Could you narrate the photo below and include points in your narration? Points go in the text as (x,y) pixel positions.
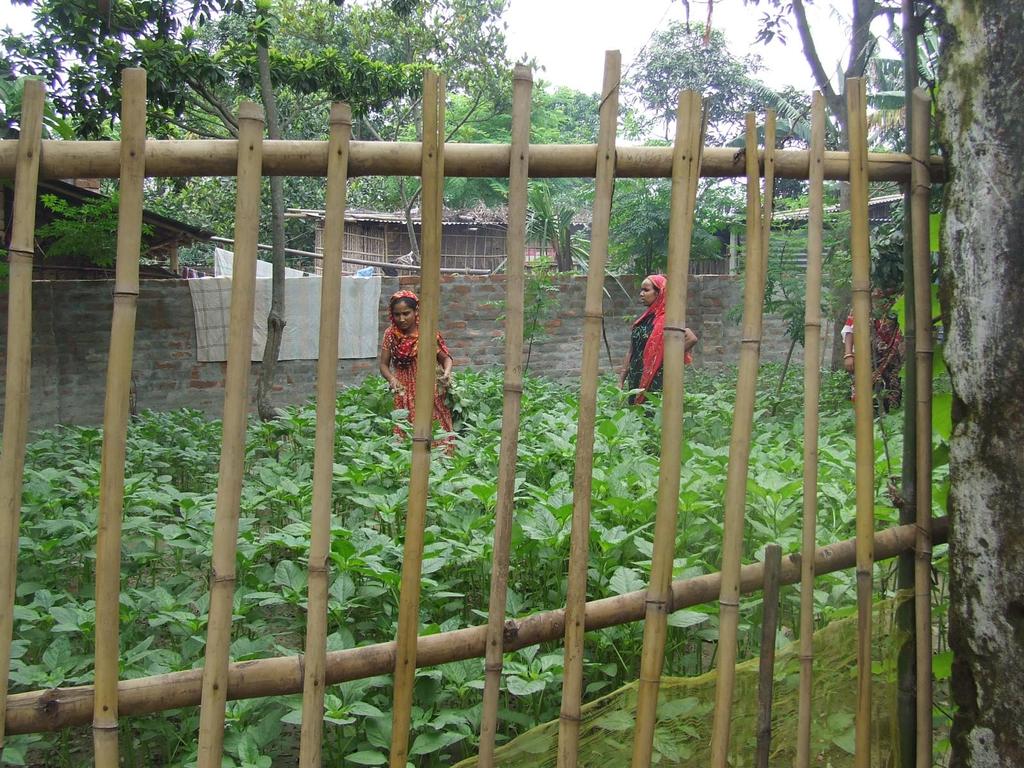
In the foreground (485,500) I can see a fence (424,419), three women's (884,333) and plants (350,481). In the background (219,180) I can see houses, trees (302,191) and the sky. This image is taken may be during a day.
